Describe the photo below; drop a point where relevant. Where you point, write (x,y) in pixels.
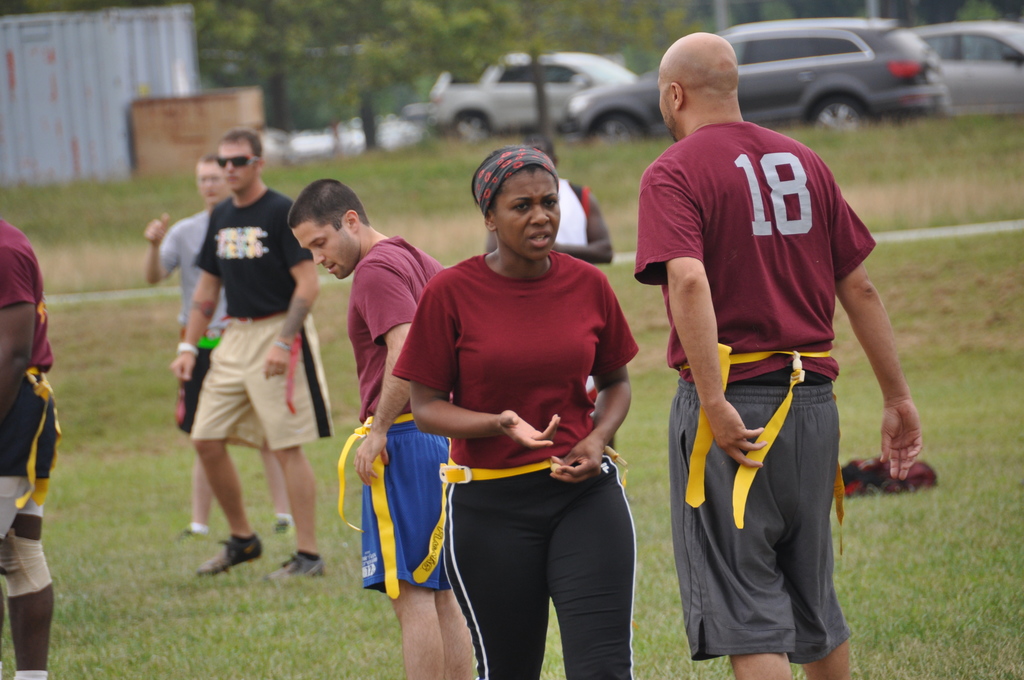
In this picture we can see a group of people (542,400) on the ground (656,464) and in the background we can see vehicles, trees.
